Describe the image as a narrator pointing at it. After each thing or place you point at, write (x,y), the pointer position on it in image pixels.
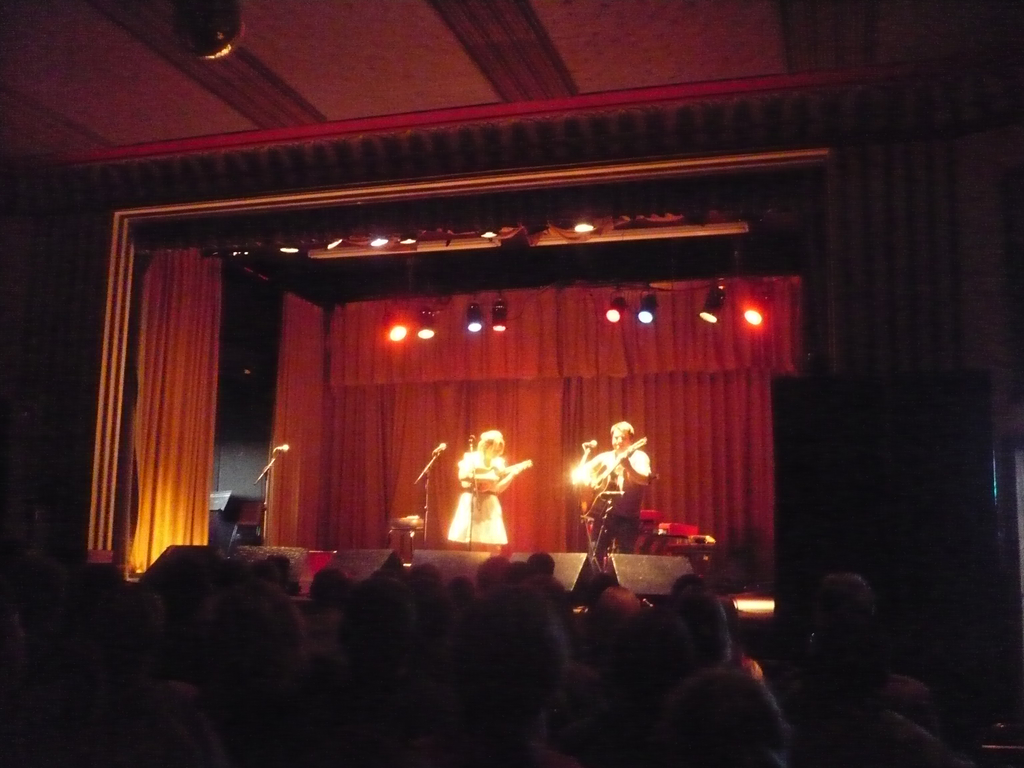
In this image I can see some people (552,667). I can see a woman (456,519) and a man (628,486) playing some musical instrument (522,466). At the top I can see the lights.
